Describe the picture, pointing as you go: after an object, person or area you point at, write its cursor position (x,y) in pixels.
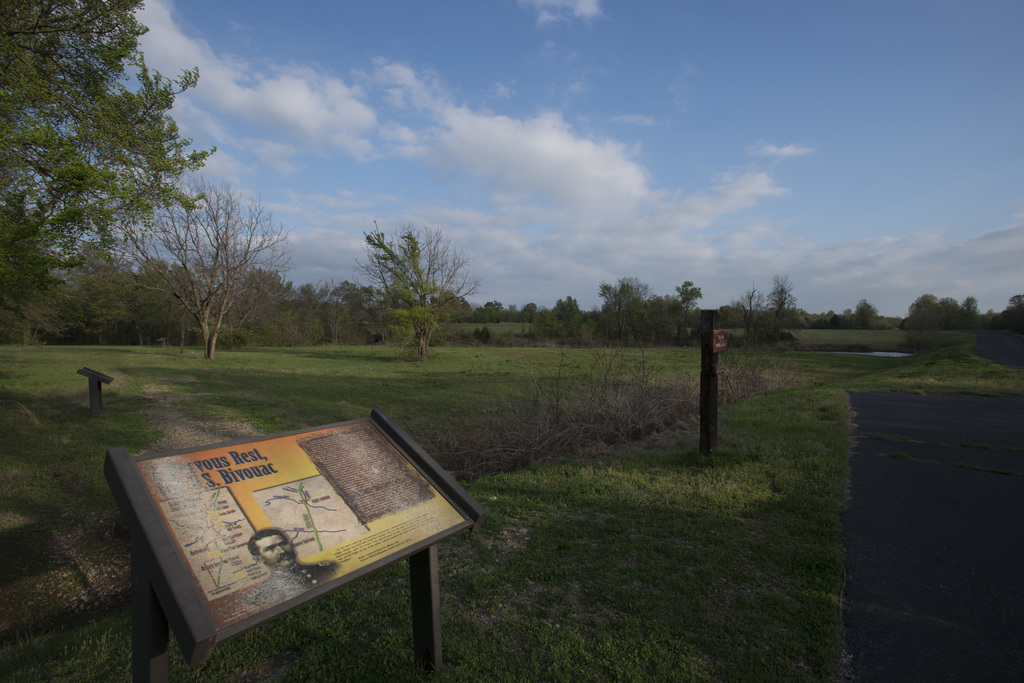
In this image I can see the board (212,559). On the board (245,565) I can see the person (253,544) and the text (363,500). It is to the side of the road (867,468). In the background (162,301) I can see the trees (267,273), clouds (360,141) and the blue sky (708,103).
